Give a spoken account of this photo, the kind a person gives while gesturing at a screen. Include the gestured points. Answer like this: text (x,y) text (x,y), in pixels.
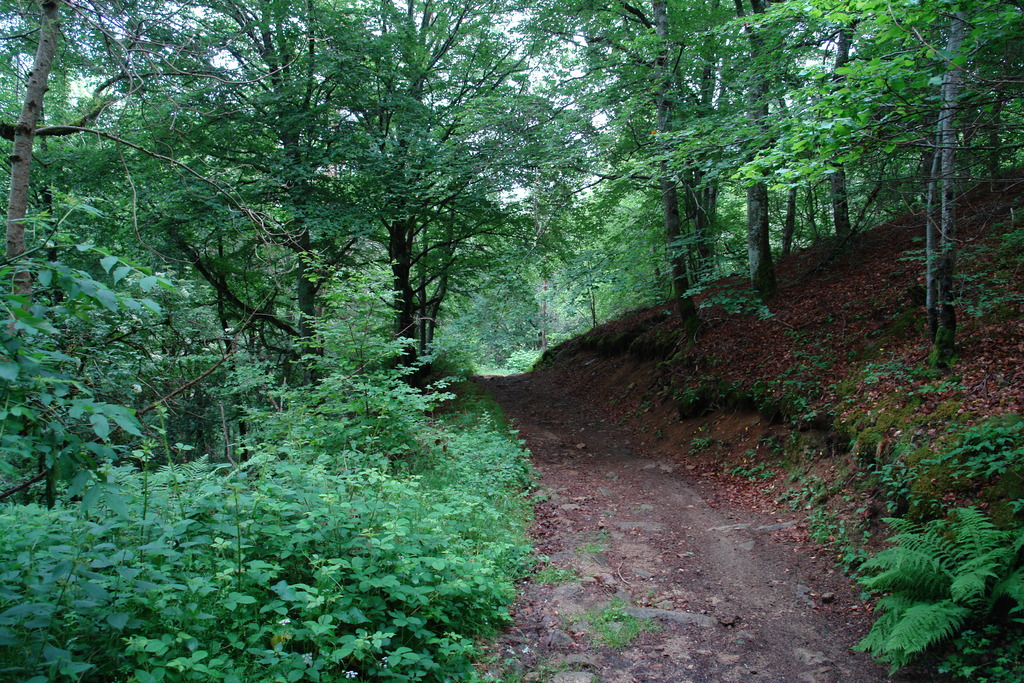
In this picture I can see there is a mountain (904,416) on the right side (819,395) and there are trees (853,232) and onto left side (317,493) there is grass (484,402), there are plants (304,494) and trees (205,276).
